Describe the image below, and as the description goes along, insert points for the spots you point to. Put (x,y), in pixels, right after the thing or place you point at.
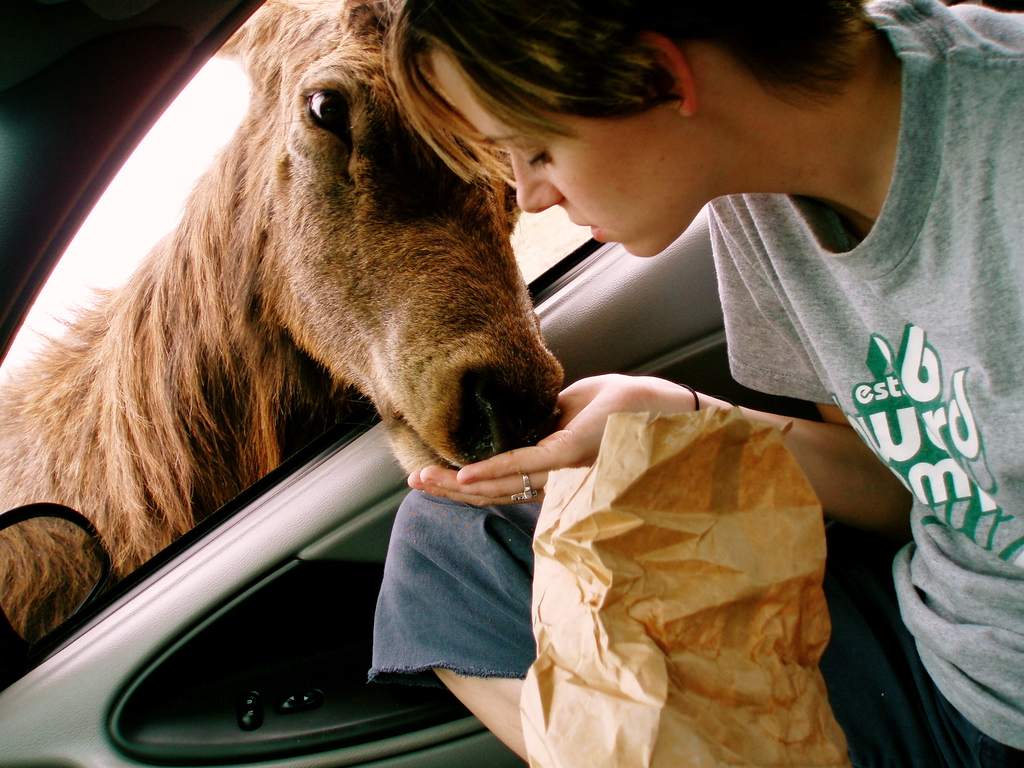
A girl (797,385) is sitting in the car (286,629) feeding elk (349,342).
